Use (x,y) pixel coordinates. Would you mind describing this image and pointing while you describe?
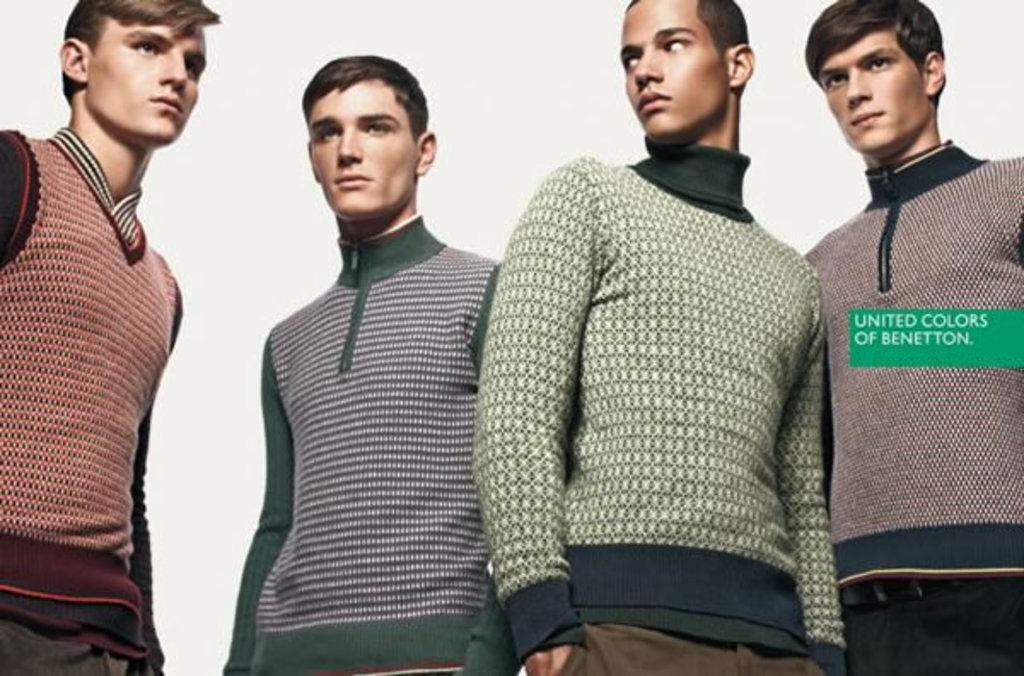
In this image I can see four persons (394,372) wearing sweaters (615,364) are standing and I can see the white colored background (202,153) and green colored water mark (900,313).
